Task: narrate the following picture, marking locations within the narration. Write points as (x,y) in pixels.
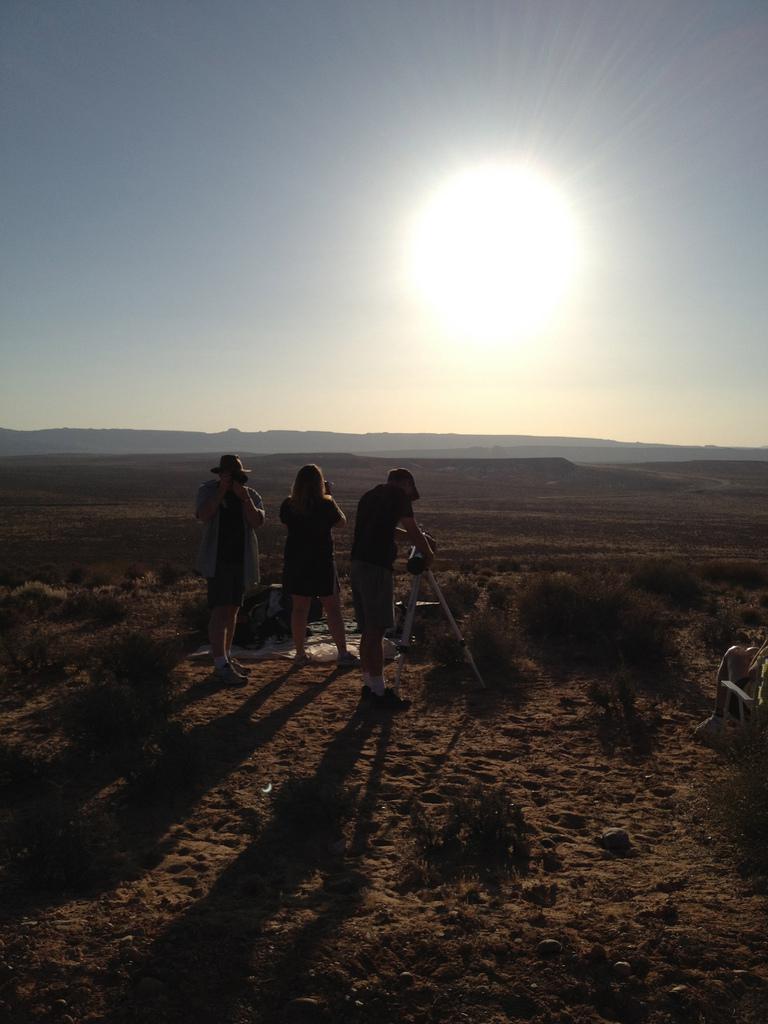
In the image we can see three people (356,576) standing, wearing clothes (355,615) and two of them are wearing a cap (222,469). Here we can see the stand (408,636) and the person (241,517) is holding a camera (236,483) in hands (221,480). Here we can see sand (638,844), grass (628,603), hills (90,440), the sky (197,250) and the sun (464,258).
